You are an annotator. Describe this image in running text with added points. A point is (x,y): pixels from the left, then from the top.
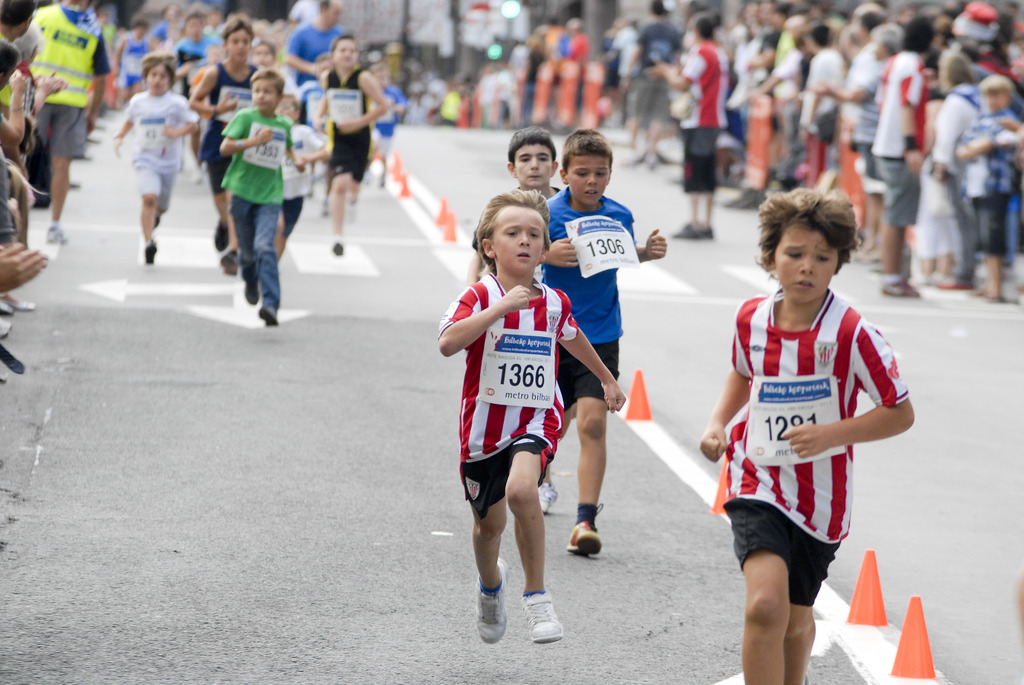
This picture describes about group of people (234,112), few kids (219,118) are running on the road (316,330), in the middle of the road (695,410) we can find few blocks (407,188).
